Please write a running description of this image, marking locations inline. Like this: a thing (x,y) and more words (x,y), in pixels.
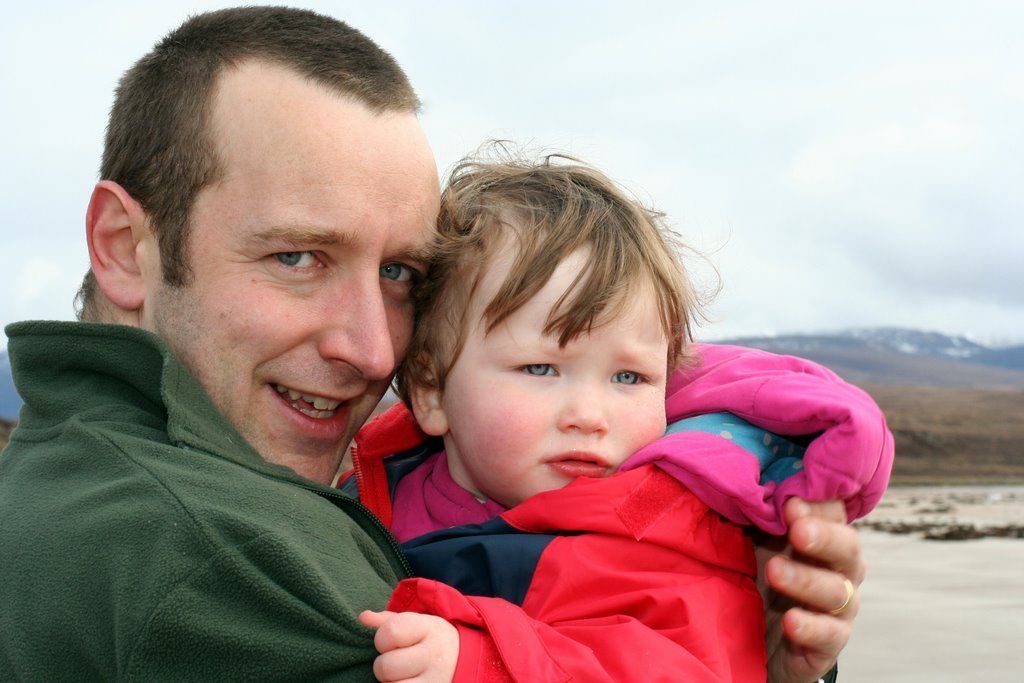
In this image we can see a person (240,477) wearing green color sweater (190,553) is carrying a child (422,364) wearing red color sweater (503,650). The background of the image (979,445) is slightly blurred, where we can see mountains (971,384) and the sky (879,212) with clouds (691,76).
